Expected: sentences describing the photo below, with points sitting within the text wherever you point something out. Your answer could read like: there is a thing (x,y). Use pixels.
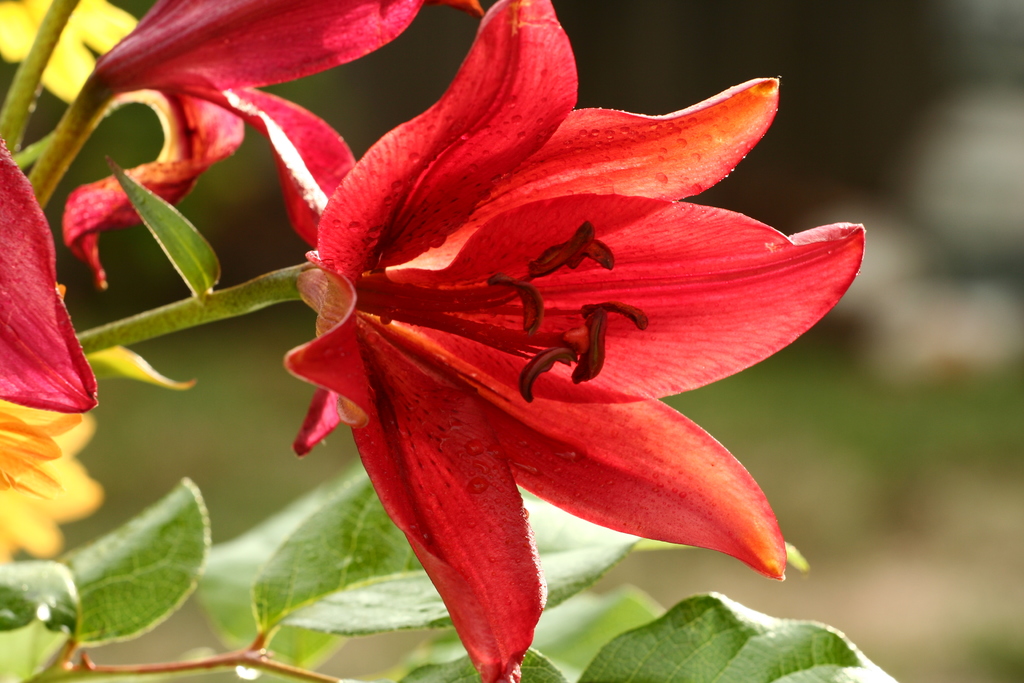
In this picture I can see plants (338,351), leaves (286,647) and a blurry background (379,101).
